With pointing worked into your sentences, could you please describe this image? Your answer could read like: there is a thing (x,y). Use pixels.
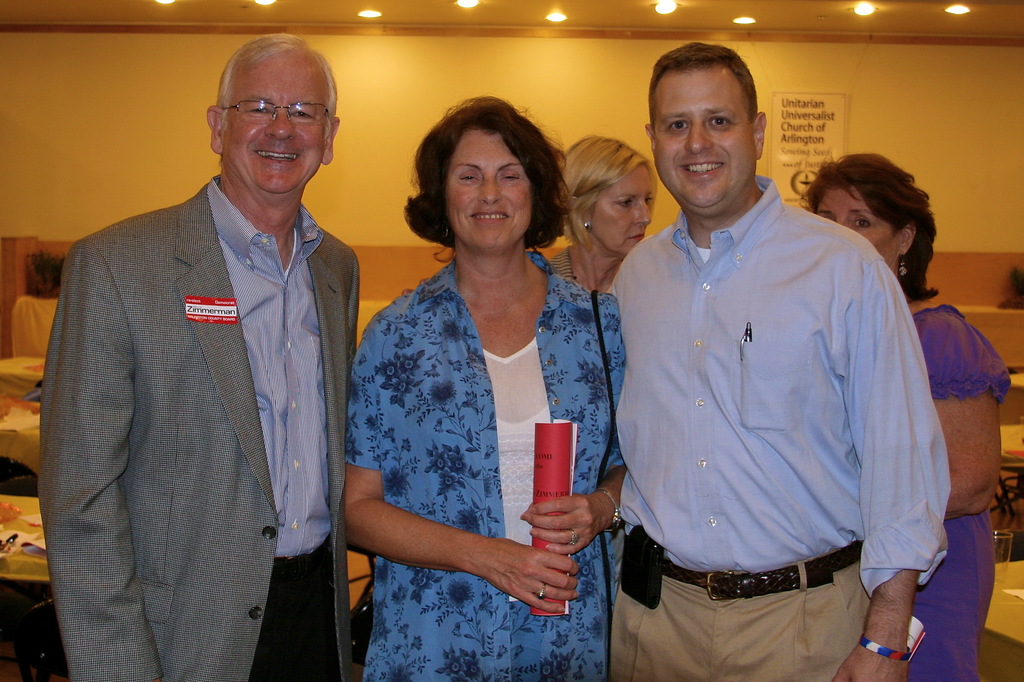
In this image, we can see three people (541,370) are standing. They are watching and smiling. Here a woman (532,376) is holding an object (539,488). Background (1010,264) we can see few people (955,357), table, few things (803,127) and wall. Top of the image (857,12), we can see the lights (740,20).
